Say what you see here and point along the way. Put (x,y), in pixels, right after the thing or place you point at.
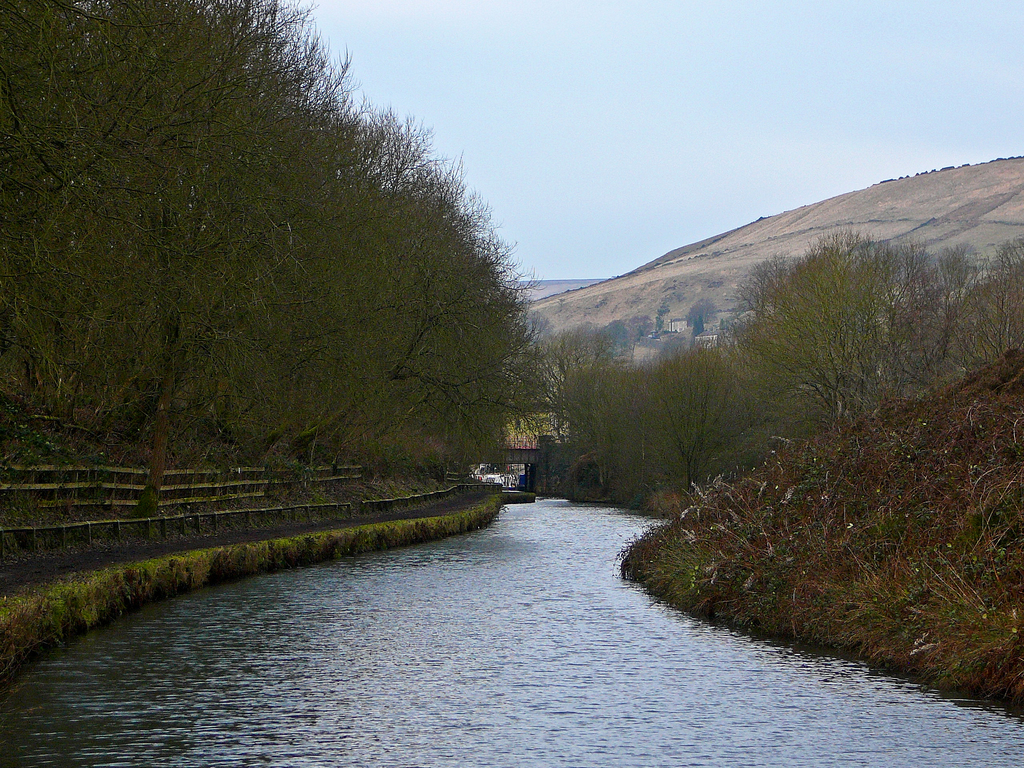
There is water (401,566). On the left side (250,285) there are trees (330,213) and railings (216,489). On the right side (763,441) there are trees (820,389) and plants (877,472). In the back (624,287) there are hills (750,246), bridge (519,456) and sky (669,106).
